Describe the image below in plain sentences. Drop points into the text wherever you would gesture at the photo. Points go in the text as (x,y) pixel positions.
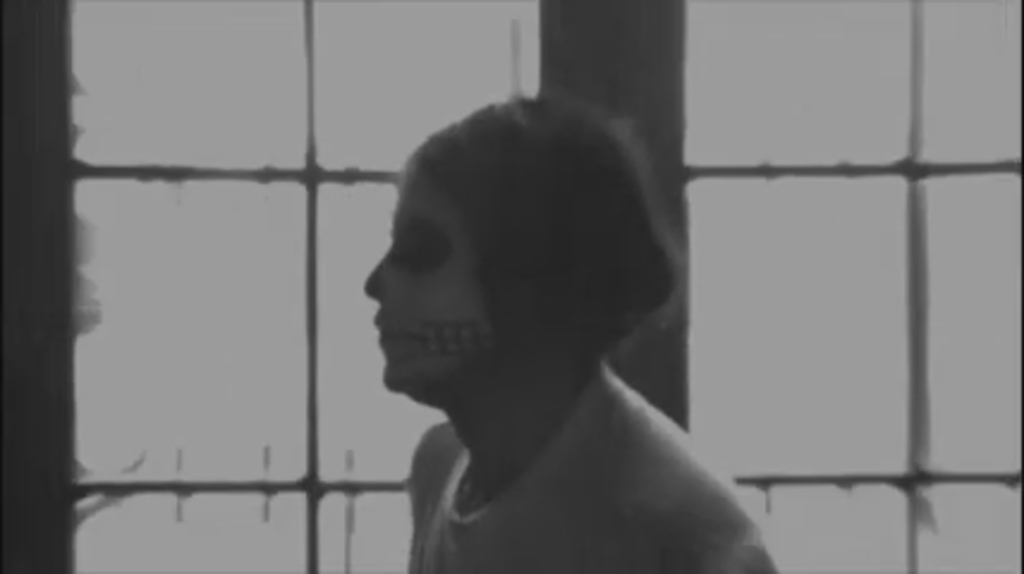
It is the black and white image in which there is a girl (568,367) in the middle (543,353). In the background (182,102) there is a window (796,154). There is painting (404,264) on the girls face (432,326).
